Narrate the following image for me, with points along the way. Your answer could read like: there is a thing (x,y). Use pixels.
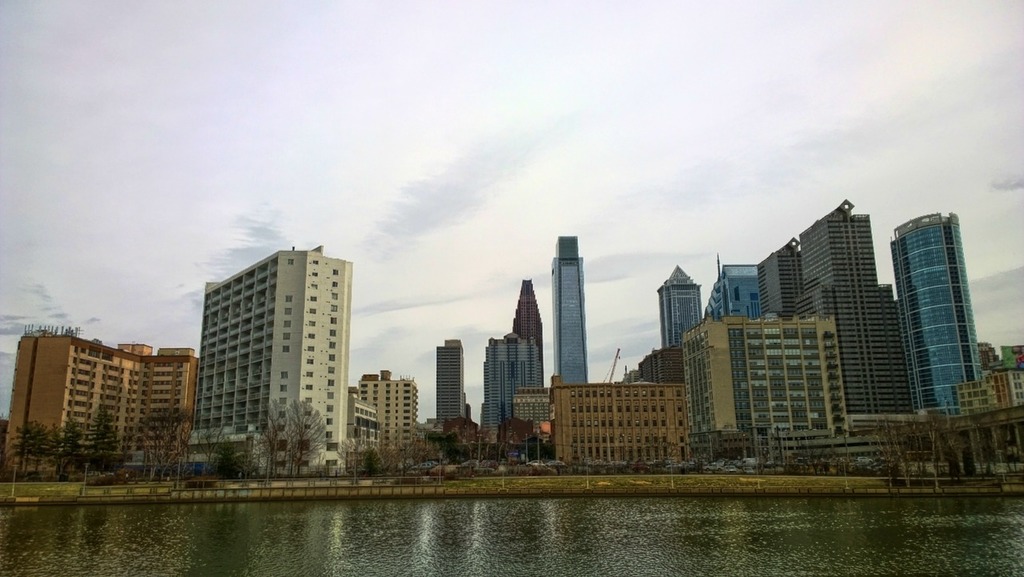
At the bottom of the picture (400,519), we see water (581,519) and this water (830,541) might be in a lake (310,503). Beside that, we see a fence (172,498). There are many trees (188,428) and buildings (634,405) in the background (646,389). At the top of the picture (322,91), we see the sky (603,330) and this picture is clicked outside the city.
